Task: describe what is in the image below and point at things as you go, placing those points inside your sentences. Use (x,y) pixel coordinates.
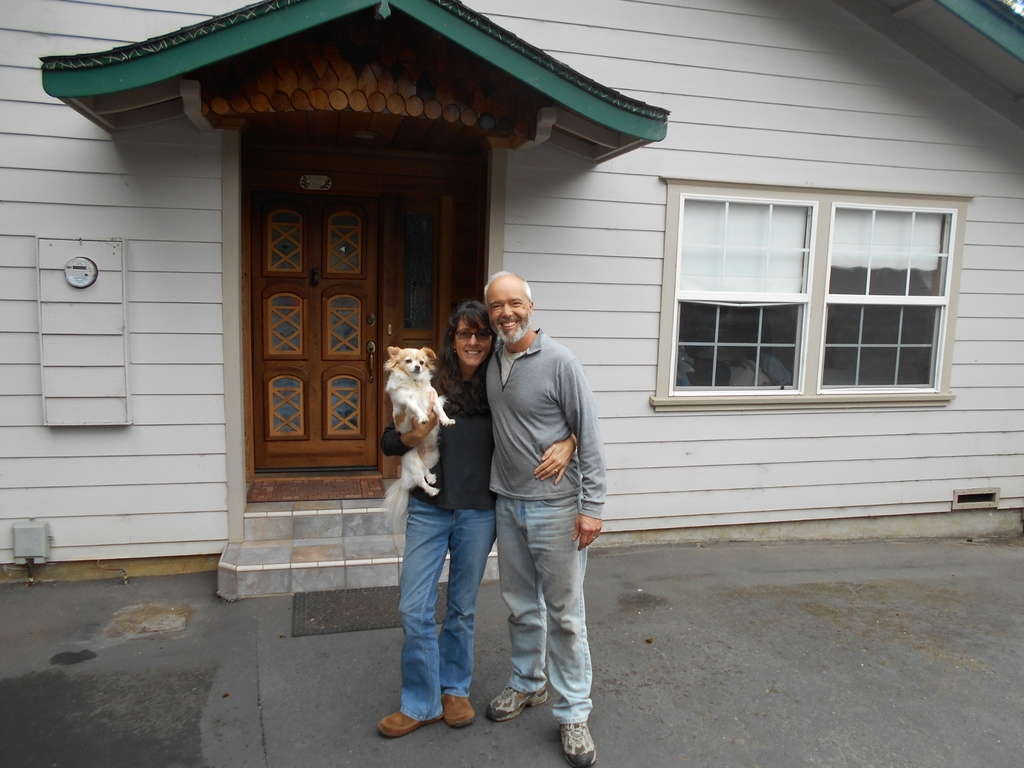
In this image there is a couple (504,497) holding a dog (395,381) in their hands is standing on the surface (62,710) with a smile on their face (513,306), behind them there is a house (554,326) with a wooden door (272,230) and a glass window (733,247).
